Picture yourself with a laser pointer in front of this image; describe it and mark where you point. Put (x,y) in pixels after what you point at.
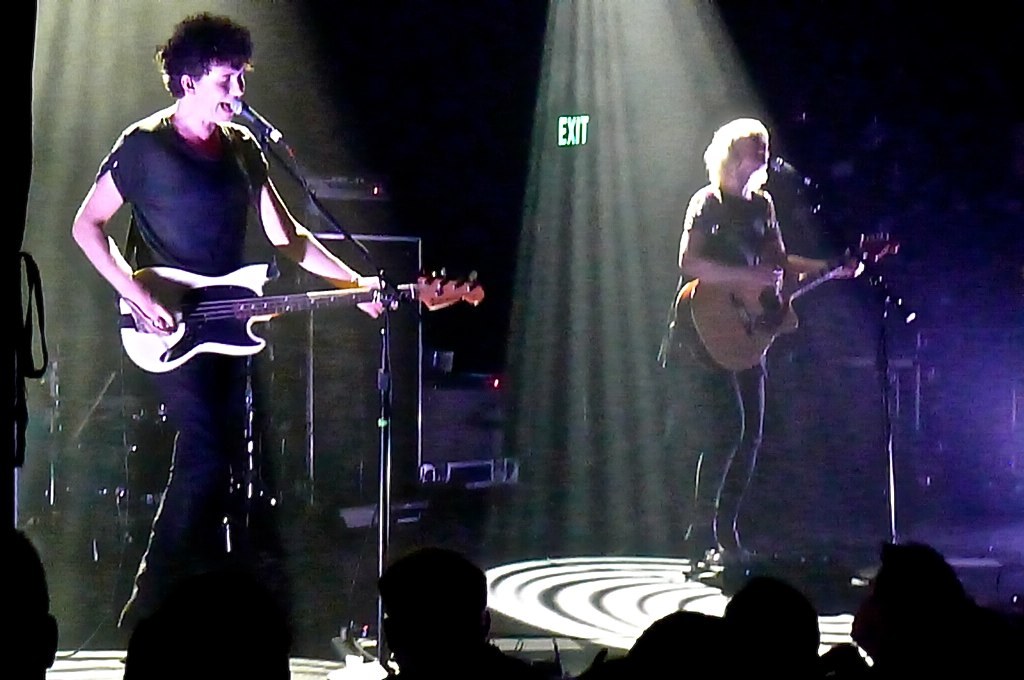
In this image on the left side (199,390) there is one man (199,257) who is standing and he is holding a guitar (174,283) in front of him there is one mike (270,131) it seems that he is singing. On the right side (735,171) there is one woman (734,279) who is standing and she is holding a guitar (836,277) in front of her there is one mike (789,174). On the background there are some lights (111,33) and in the bottom of the image (244,628) there are some persons (12,637) and on the left side of the image (308,441) there are some sound systems (321,423).
